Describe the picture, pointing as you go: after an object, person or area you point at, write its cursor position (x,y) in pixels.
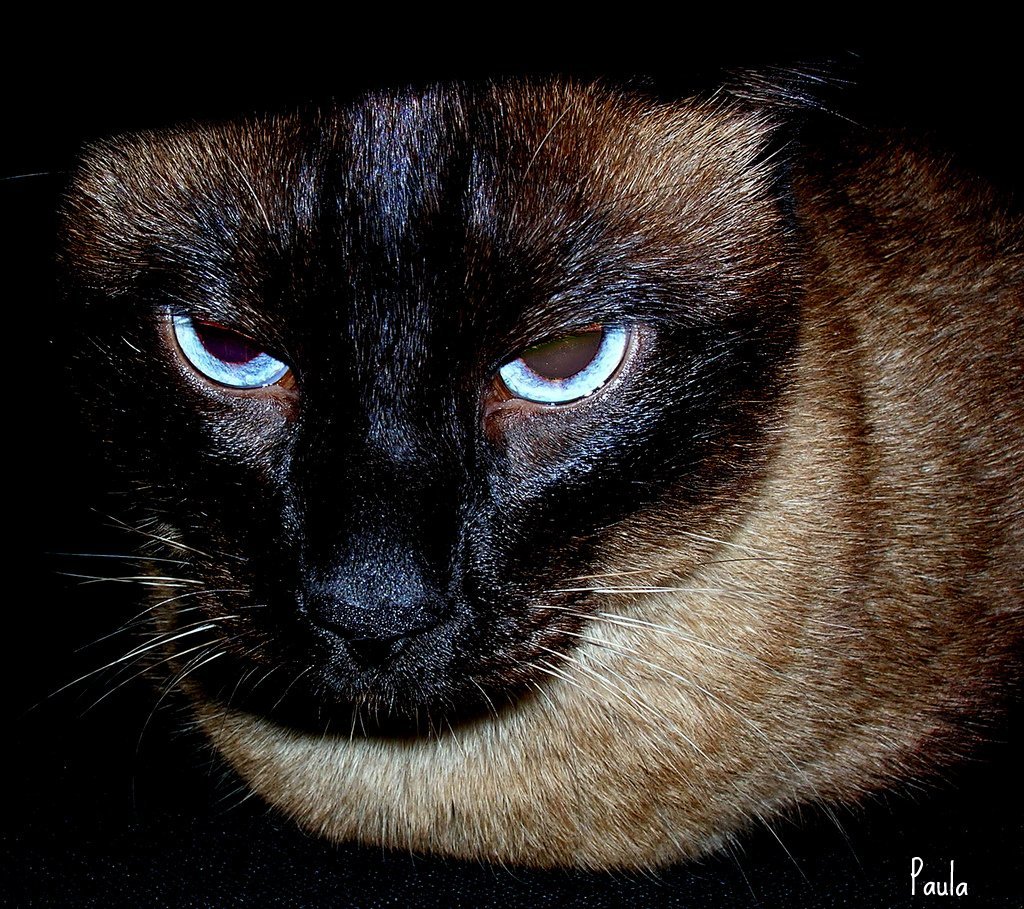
In this image in front (768,579) there is a cat (638,706) and there is some text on the right side of the image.
